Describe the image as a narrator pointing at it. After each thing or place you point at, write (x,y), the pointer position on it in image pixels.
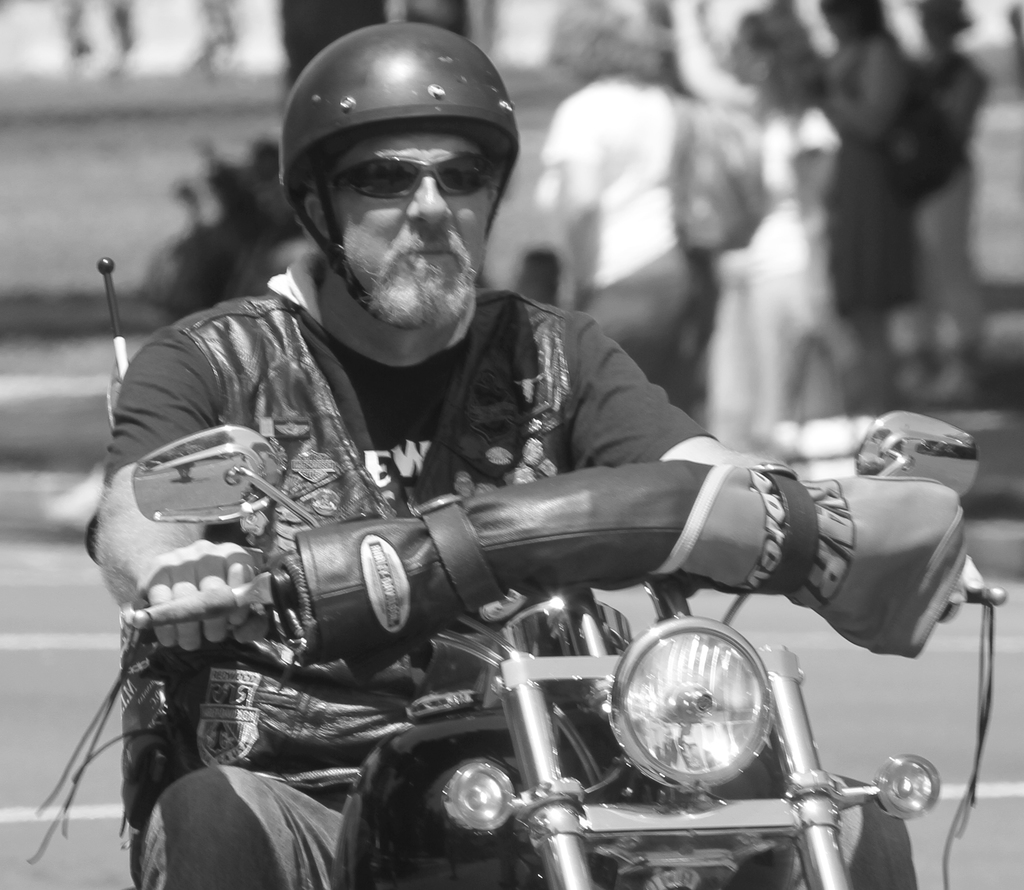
A picture of a man (168,748) who is riding a bike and wearing the helmet (437,94) and spectacles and his tee shirt (574,436) is black in color.
